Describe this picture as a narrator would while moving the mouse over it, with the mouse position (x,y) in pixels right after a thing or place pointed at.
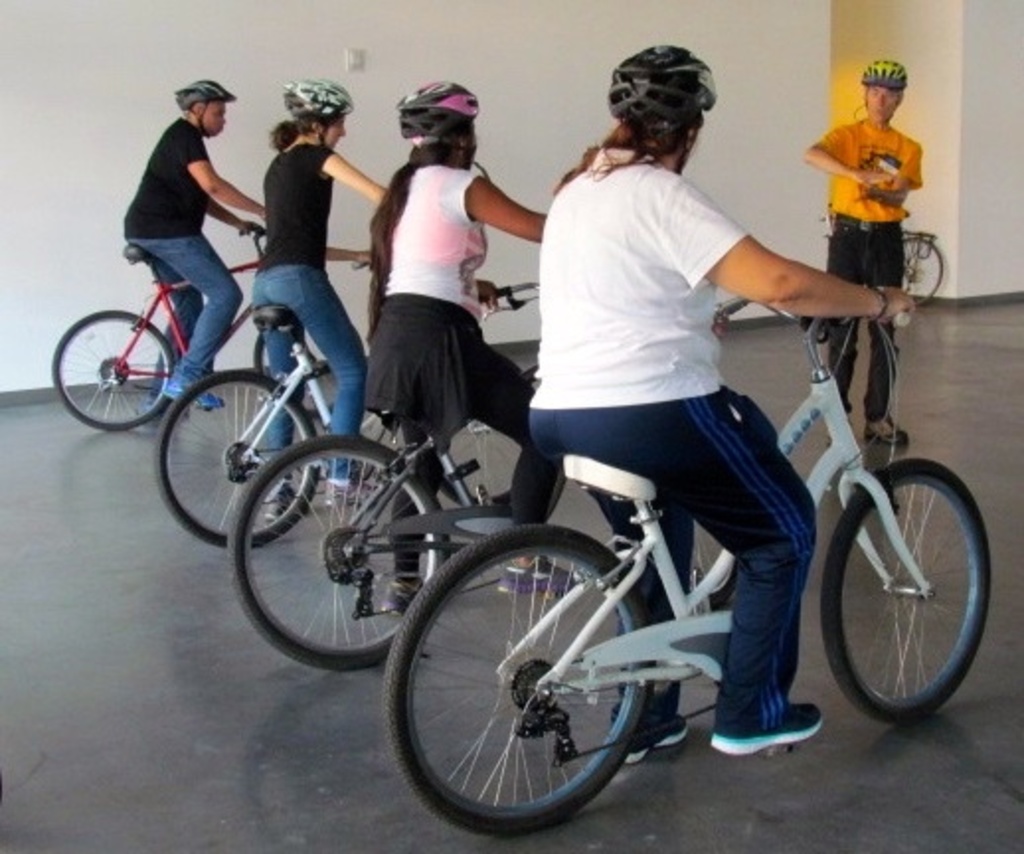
In this picture there are four people (155,175) sitting on the bicycles (602,492) stand a person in front of them.
